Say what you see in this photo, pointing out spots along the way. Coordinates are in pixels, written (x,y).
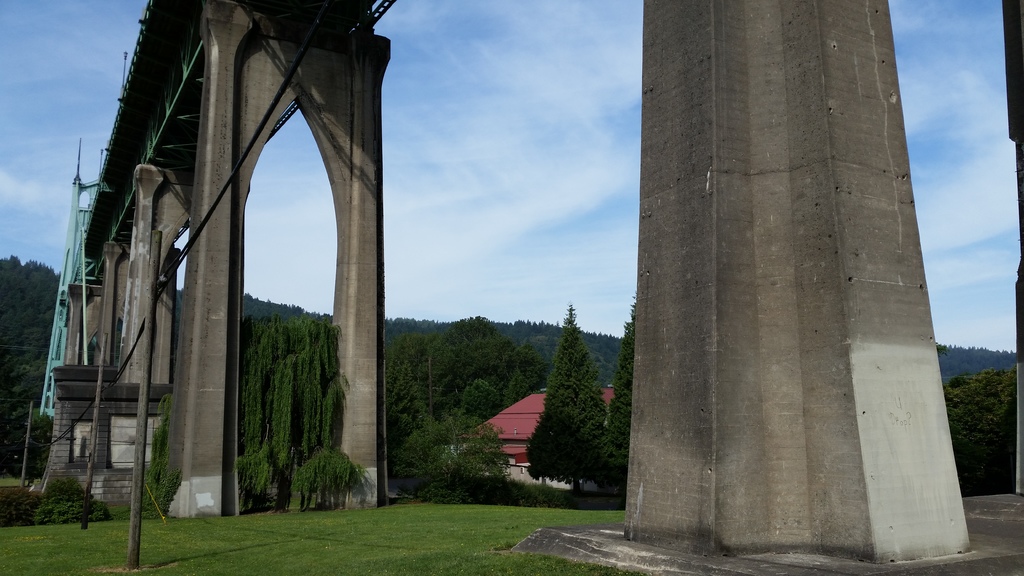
In this image we can see a bridge (217,316) with metal poles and the pillars (364,283). We can also see the grass (360,538), a group of trees (497,448), a house (509,447), wires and the sky (586,191) which looks cloudy.
